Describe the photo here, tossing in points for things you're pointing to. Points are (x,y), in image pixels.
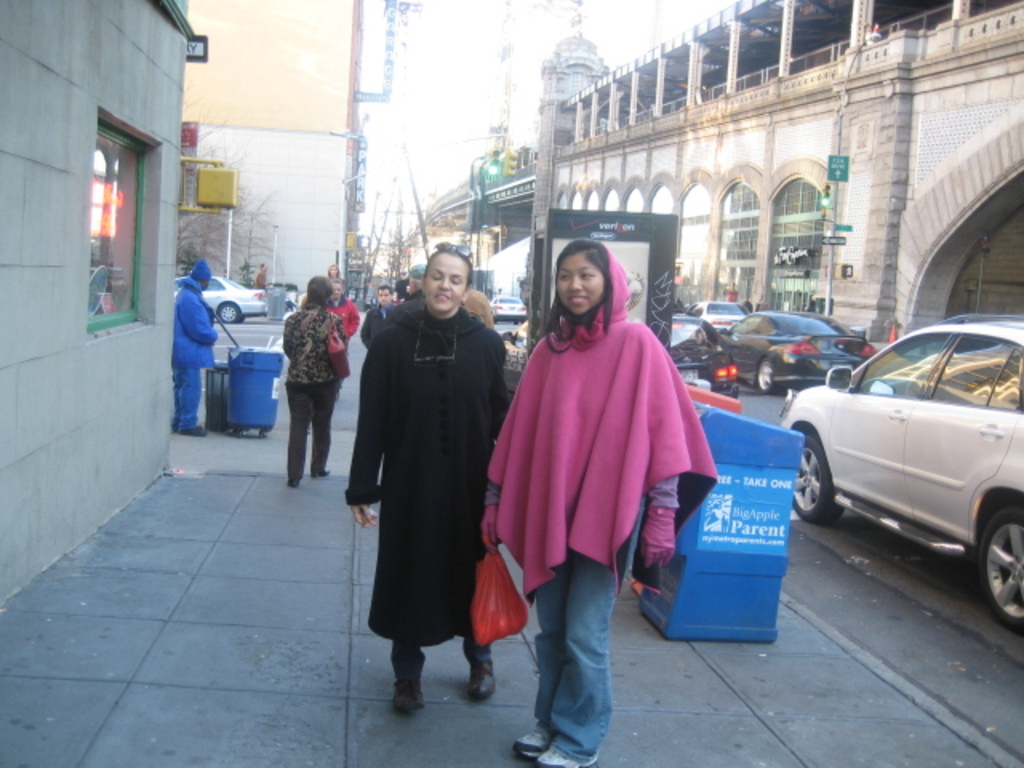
In this image I can see the group of people (385,430) with different color dresses (404,377). To the right (815,471) I can see the dustbins (711,531), boards (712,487) and few vehicles (723,367) on the road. To the left (122,312) I can see the window (113,254) to the wall (49,196). In the background (236,290) I can see few more vehicles (263,307), boards (358,196), buildings (323,197) and the sky (401,113).
